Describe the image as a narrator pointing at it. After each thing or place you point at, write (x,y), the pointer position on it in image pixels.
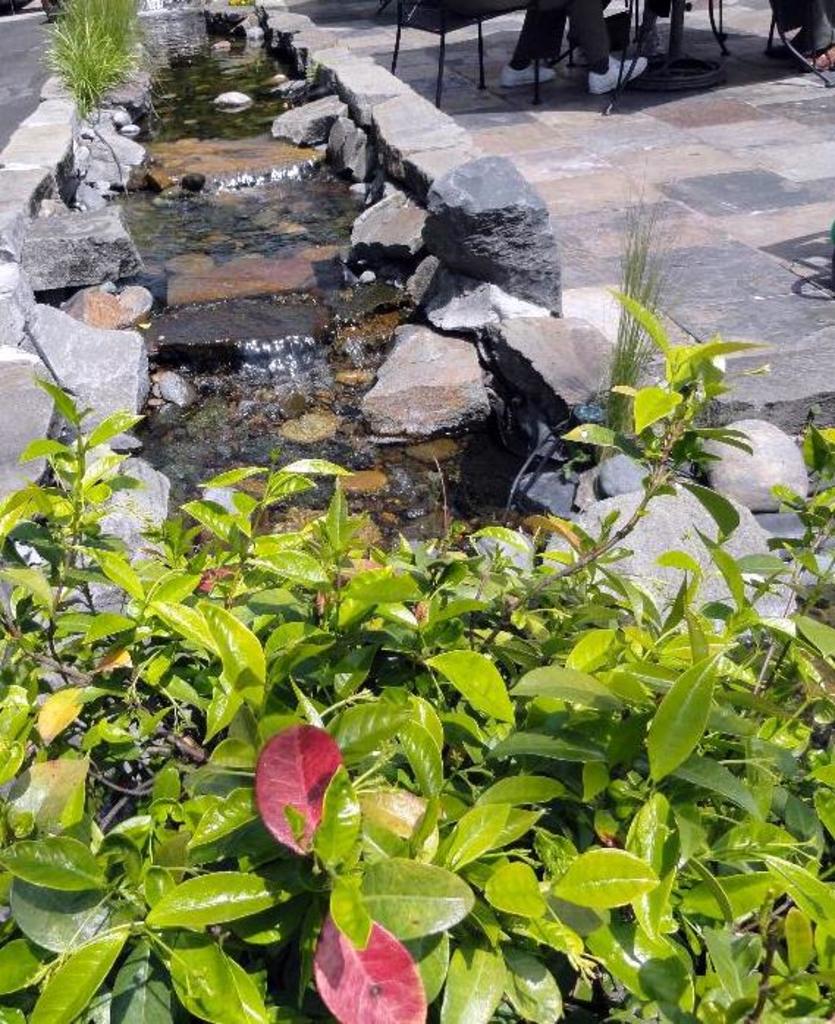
In this image we can see rocks (29,350), plants (205,614) and water (273,295).
